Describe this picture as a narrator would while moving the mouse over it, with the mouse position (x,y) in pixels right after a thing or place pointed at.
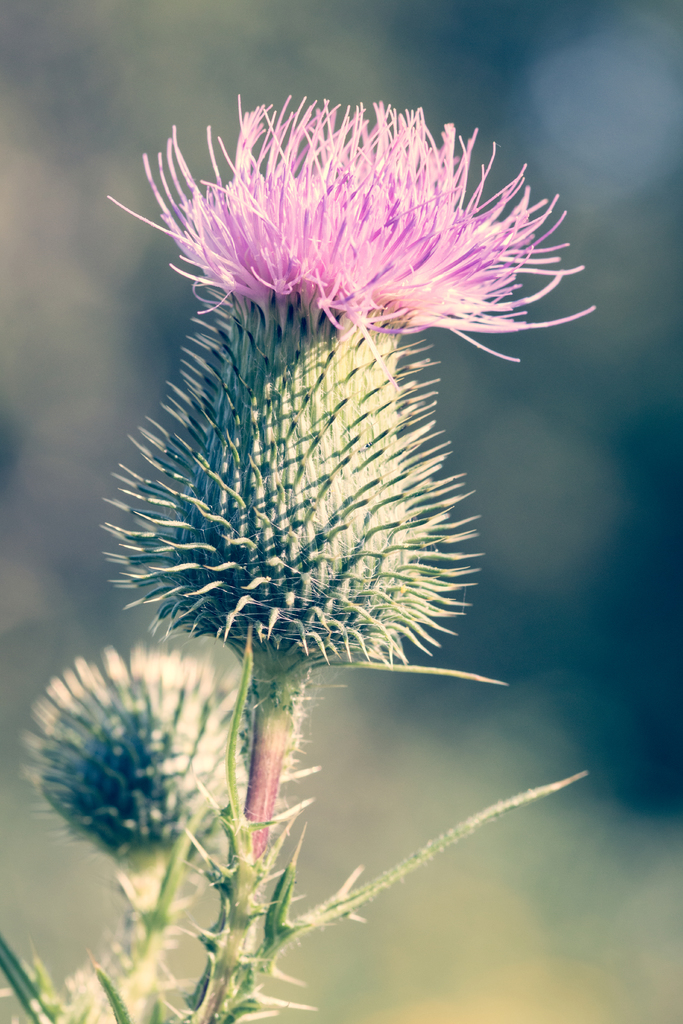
This image is taken outdoors. In this image the background (467,776) is blurred. In the middle of the image (361,620) there is a plant (139,920) with stems (233,934), thorns (274,966), buds (138,708) and a flower (229,188) which is purple in color.
